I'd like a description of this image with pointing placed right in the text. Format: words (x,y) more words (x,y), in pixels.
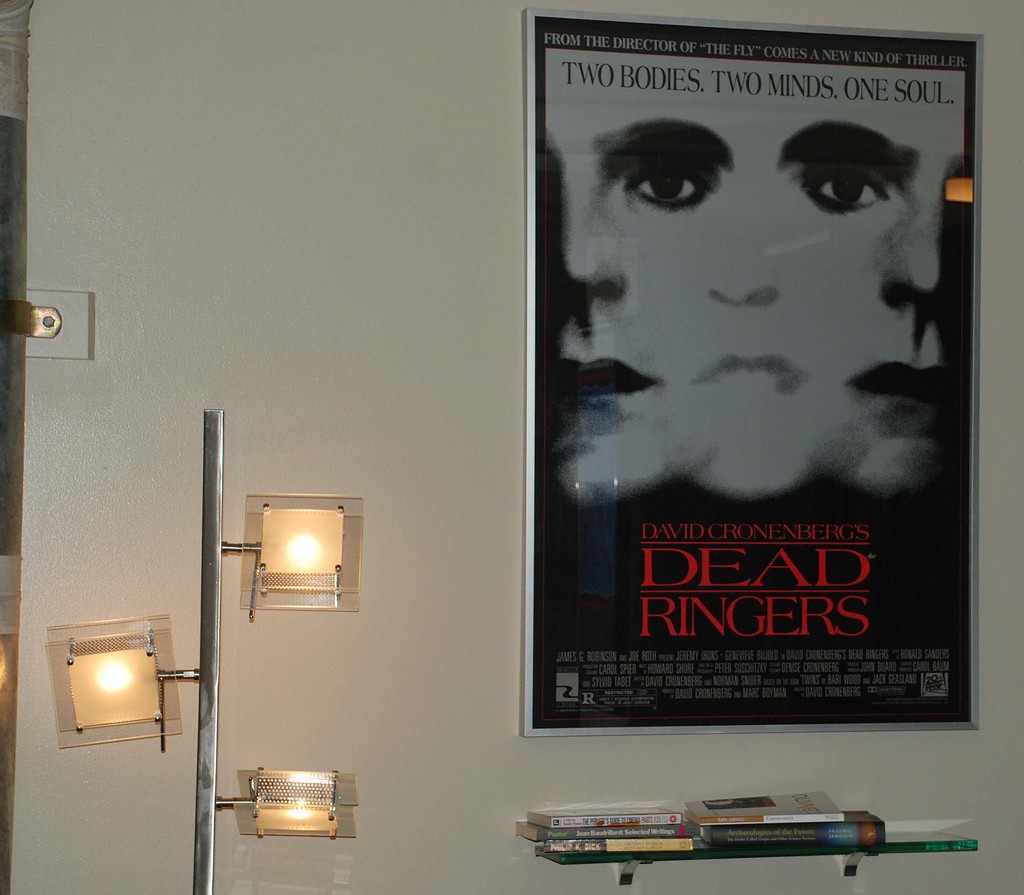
On the right side of this image (795,292) I can see a poster (597,416) is attached to the wall (364,316) in which I can see three faces (769,309) and some text (724,601). On the left side (209,806) there is a pole (205,490) to which three lights (302,557) are attached. At the bottom of the image (613,824) I can see few books (539,831).
